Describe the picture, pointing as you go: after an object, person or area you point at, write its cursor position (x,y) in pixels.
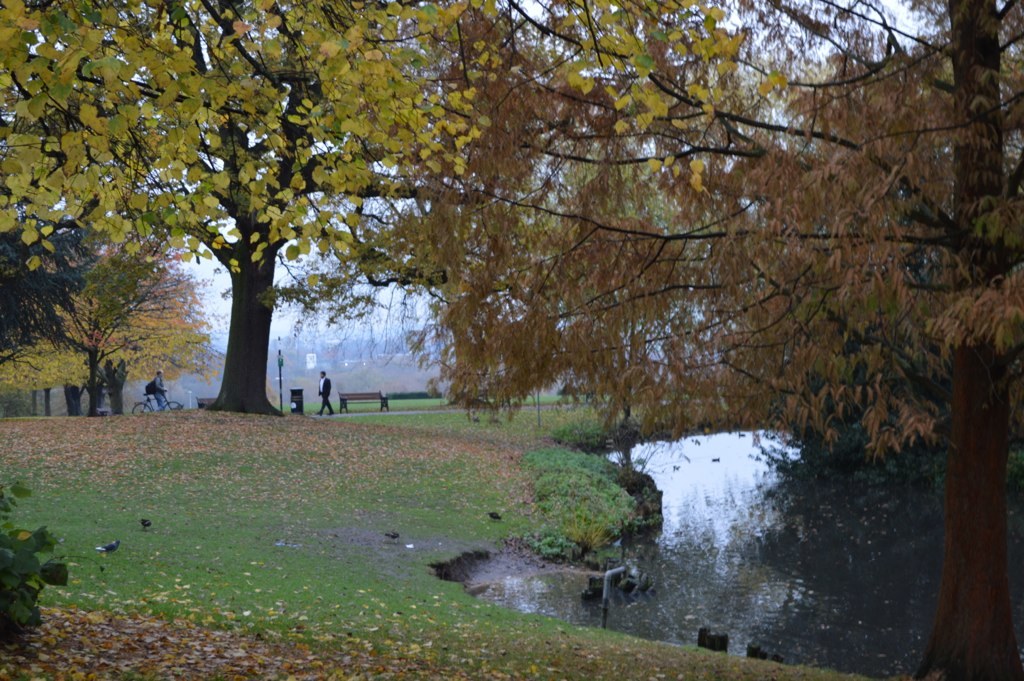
In the given picture, I can see a small lake (729,582) and also i can see a garden (262,589) after we can see people (160,377) one is riding on cycle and other person (323,391) is walking and also i can see a electrical pole (282,391) after that there is a dust bin (294,397) and also two chairs (364,401) which are available in the garden (346,397), There are certain trees (100,361).
